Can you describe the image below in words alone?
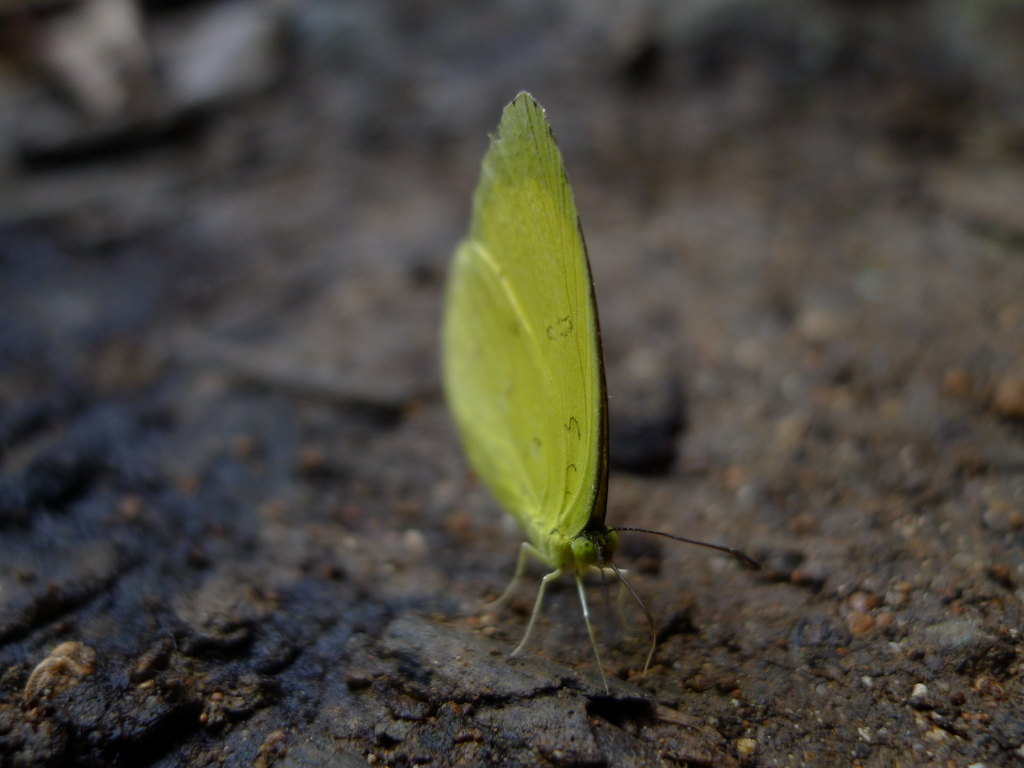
In the picture there is a butterfly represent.
